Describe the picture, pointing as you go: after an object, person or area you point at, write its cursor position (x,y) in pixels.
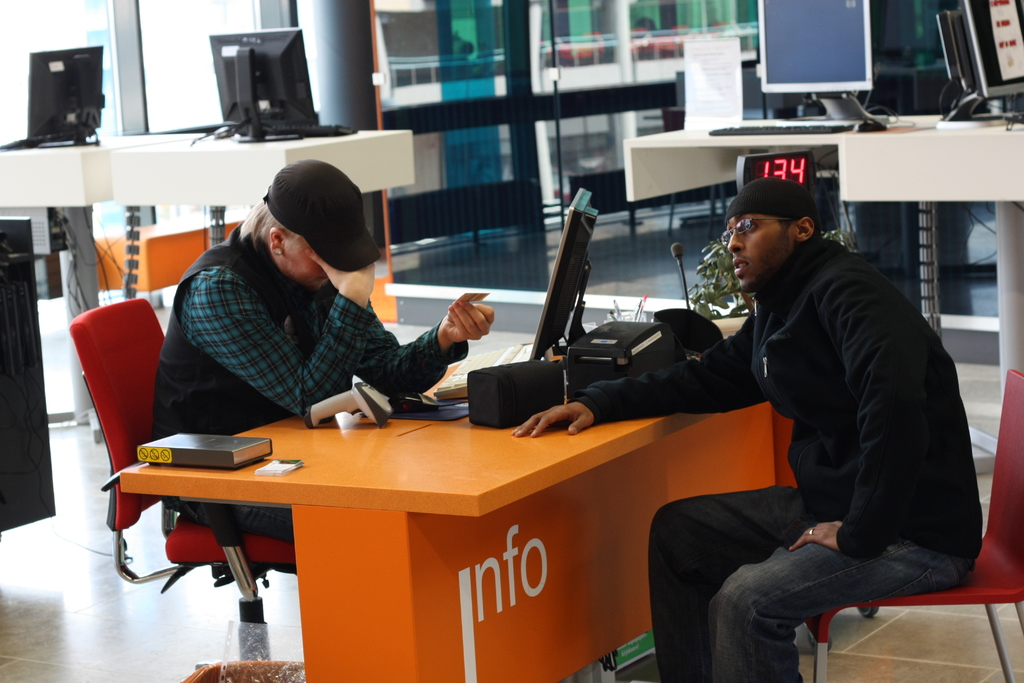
In this image on the right side (763,567) there is one person (803,283) who is sitting on a chair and he is wearing spectacles (740,230). On the left side (266,334) there is one person (252,376) who is sitting on a chair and he is holding a paper (468,299) in front of them there is one table (378,641) on that table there is one book (187,441), monitor (553,312), keyboard (517,350) and printer (615,351) and some pens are there. Beside the person (795,318) there is one mike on the background (643,34) there is a glass window (511,37) and on the right side (787,63) and left side of the image (245,81) there are some systems (803,61).
